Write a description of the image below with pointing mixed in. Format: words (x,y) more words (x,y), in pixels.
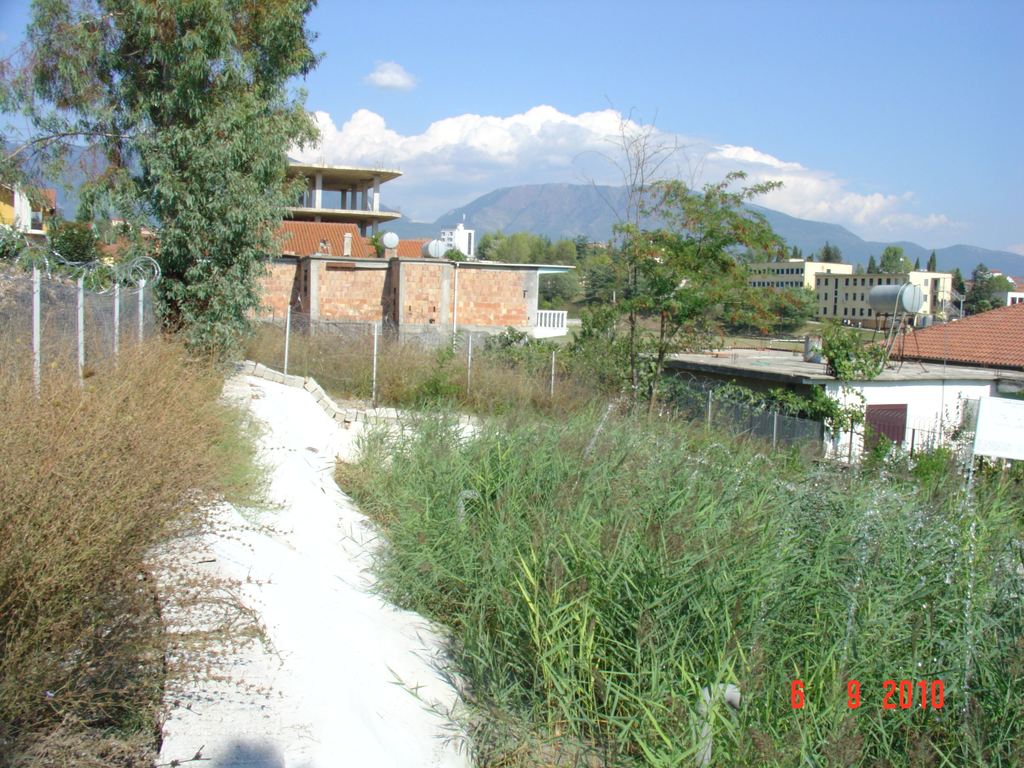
At the bottom of the image (616,600) there are plants (461,554). There is a fencing (15,356). In the background of the image (531,306) there are buildings (326,221). There are mountains (846,246), trees (196,23). At the top of the image (412,102) there is sky (599,102) and clouds (528,138).
